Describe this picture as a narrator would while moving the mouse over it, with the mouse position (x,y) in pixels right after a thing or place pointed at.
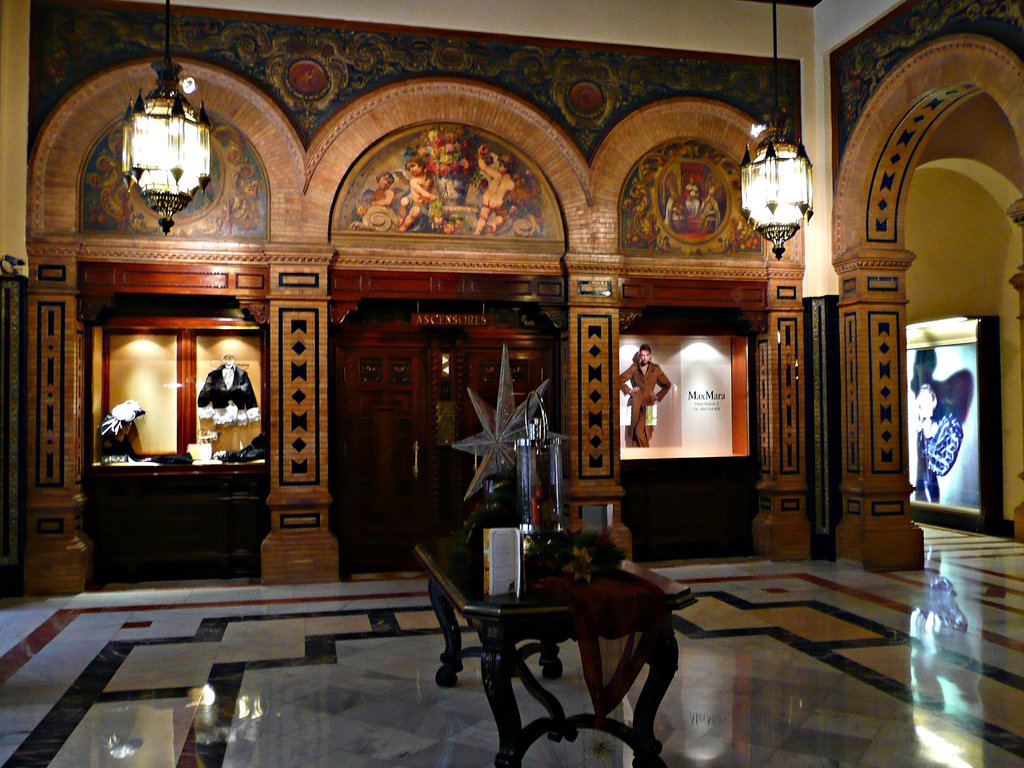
In this picture we can see an inside view of a room (659,197), there is a door (378,514) in the middle (382,502), we can see a table (573,602) in the front (549,576), we can see wall design (599,156) here, there are two lamps (769,180) at the top of the picture (776,192), we can see a dress (249,414) on the left side (228,400).
